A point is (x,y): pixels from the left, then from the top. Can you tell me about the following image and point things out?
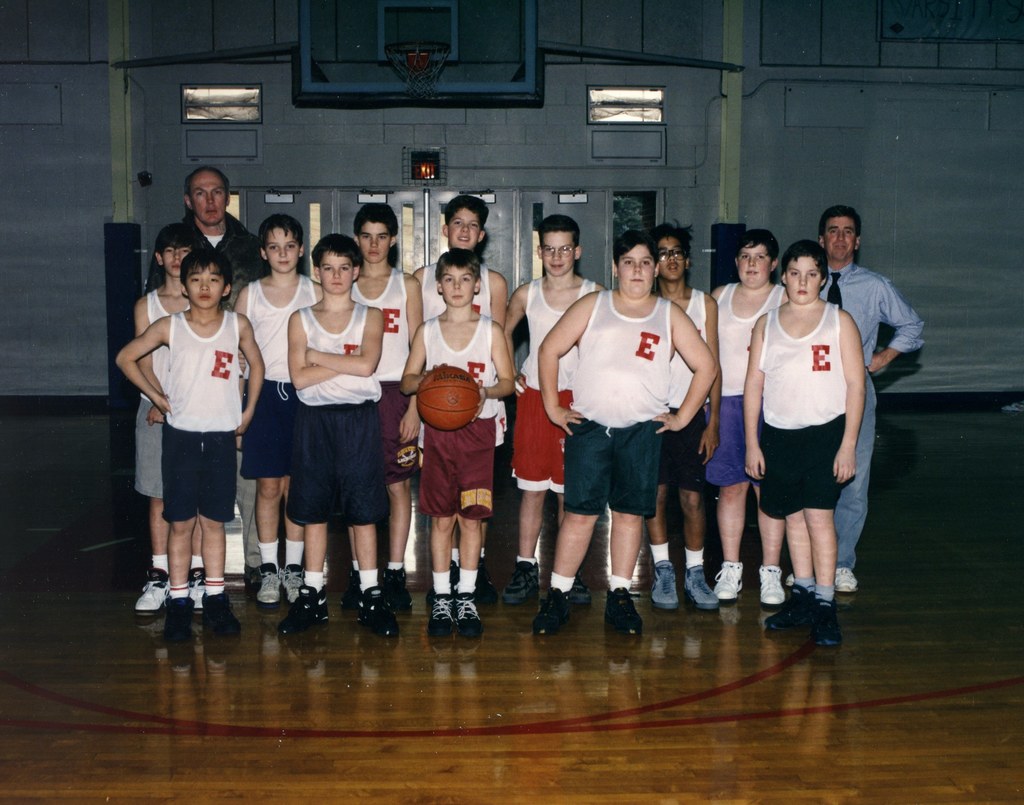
In this picture I see number of boys (437,311) and 2 men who are standing in front (432,365) and I see that this boy (425,450) who is in the middle of this picture (473,386) is holding the ball (454,394) and I see the court (121,489). In the background (215,128) I see the basket (410,45) and I see the wall (56,93).
